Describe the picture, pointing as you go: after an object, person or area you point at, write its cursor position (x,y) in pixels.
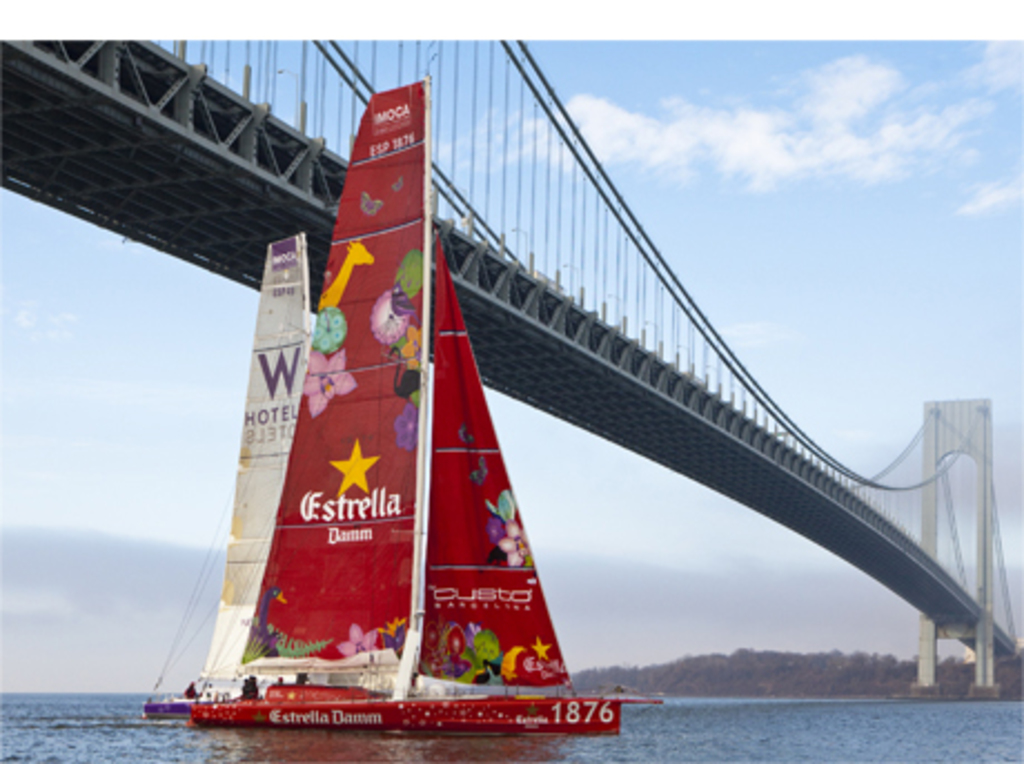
At the bottom of the image (187,755) there is water (433,740), above the water (262,735) there are some ships (367,608). In the middle of the image (504,278) there is a bridge (492,300). Behind the bridge (3,172) there are some hills (600,679) and clouds (996,566) in the sky (569,101).
